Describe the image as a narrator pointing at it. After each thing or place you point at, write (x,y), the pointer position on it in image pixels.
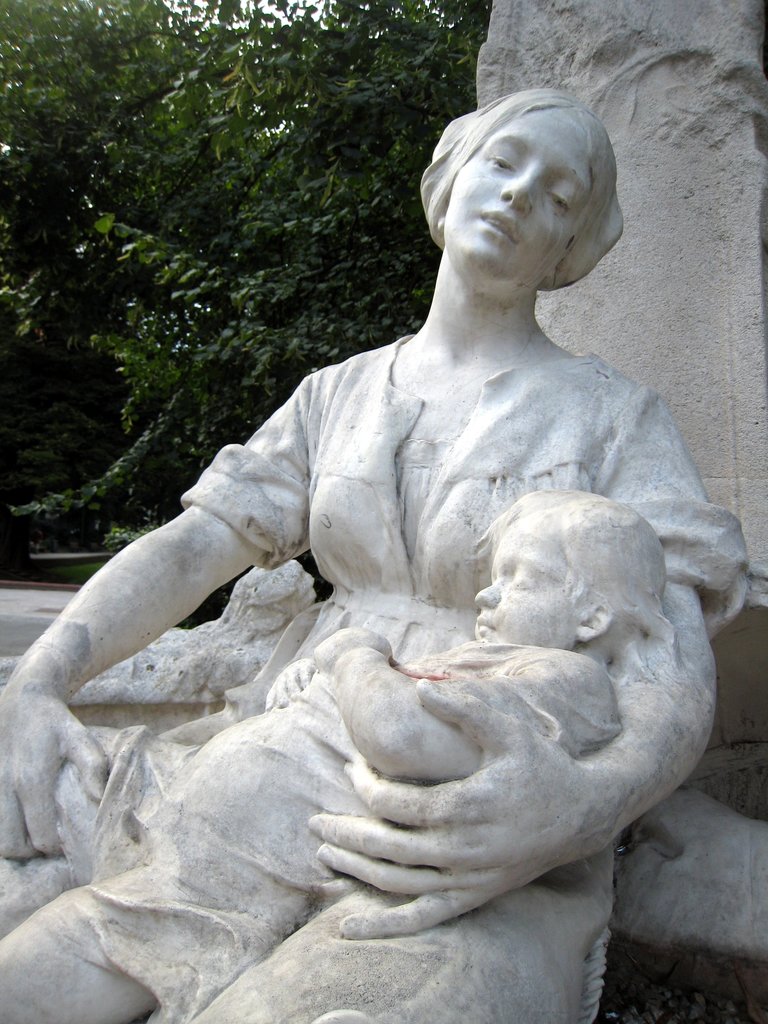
In this image there is a woman statue (479,550) holding a baby (303,788) on her lap (498,940). Behind the statue (592,494) there is a wall (648,354). Left side (203,389) there are few trees (188,392).
